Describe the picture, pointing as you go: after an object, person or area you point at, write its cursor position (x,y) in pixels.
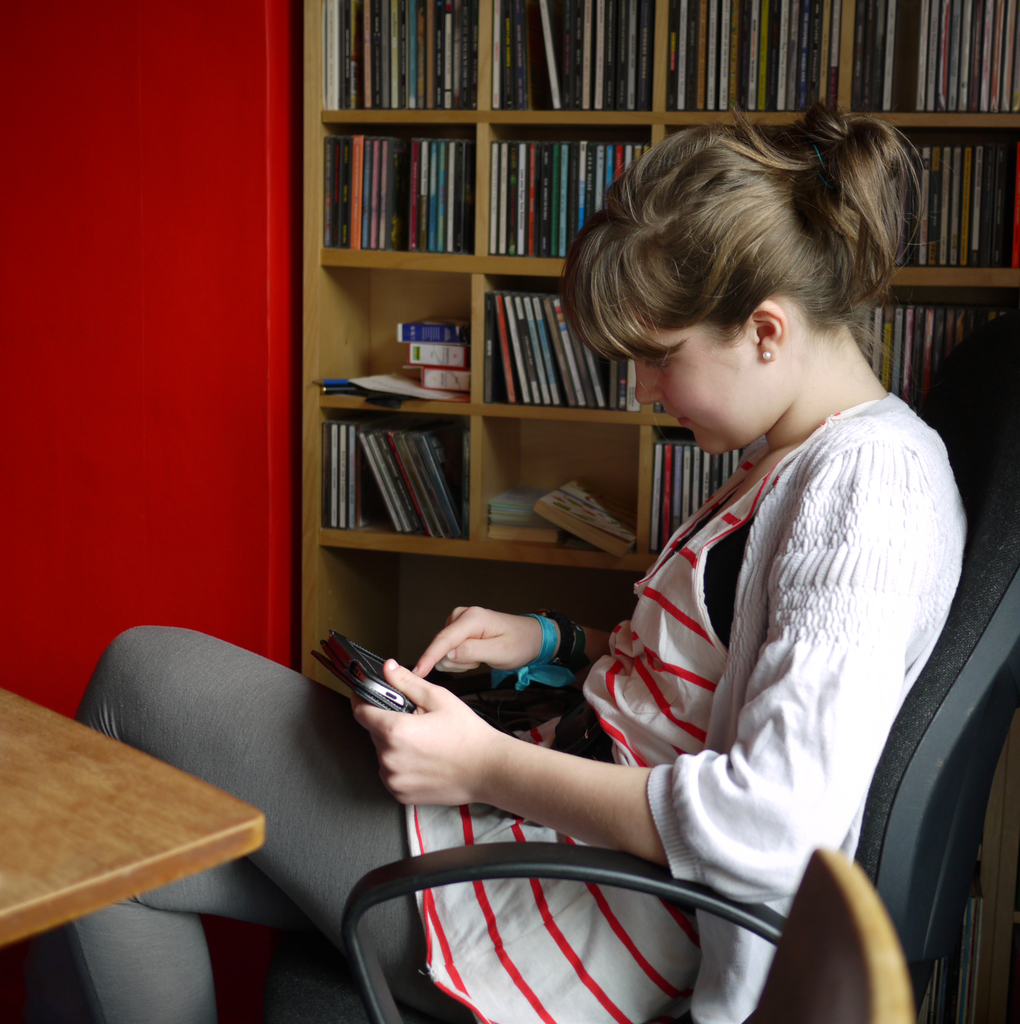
In this picture, there is a woman (596,926) sitting on the chair (691,900). She is facing towards the left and she is operating a mobile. Towards the left (121,844), there is a table (121,844). In the background (315,437), there are shelves (476,212) filled with the books (597,161).
